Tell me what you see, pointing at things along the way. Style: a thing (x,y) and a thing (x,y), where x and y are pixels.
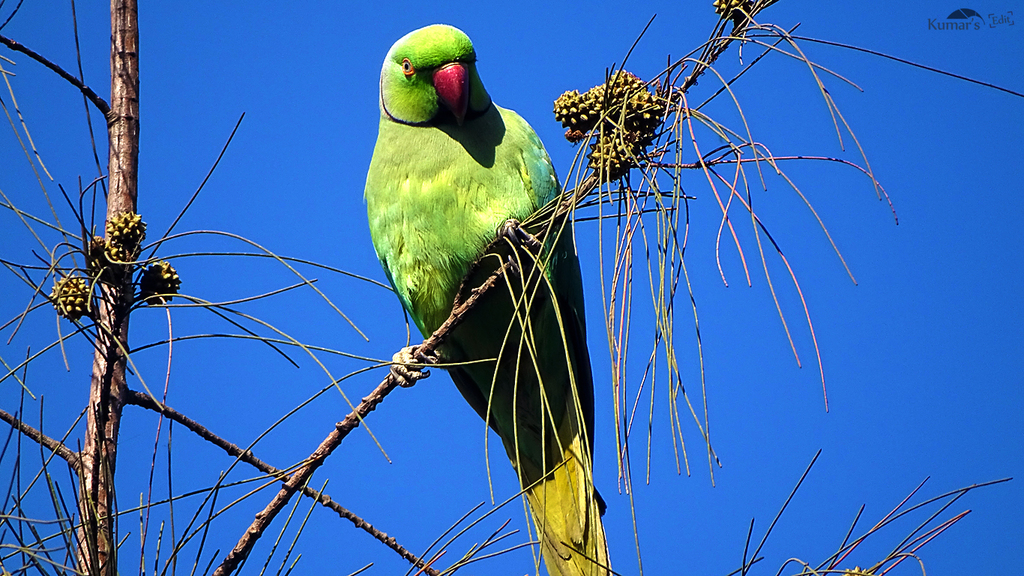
In this image we can see a parrot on the tree (111,287), there are some buds (73,293) and in the background (323,248) we can see the sky (793,328).
